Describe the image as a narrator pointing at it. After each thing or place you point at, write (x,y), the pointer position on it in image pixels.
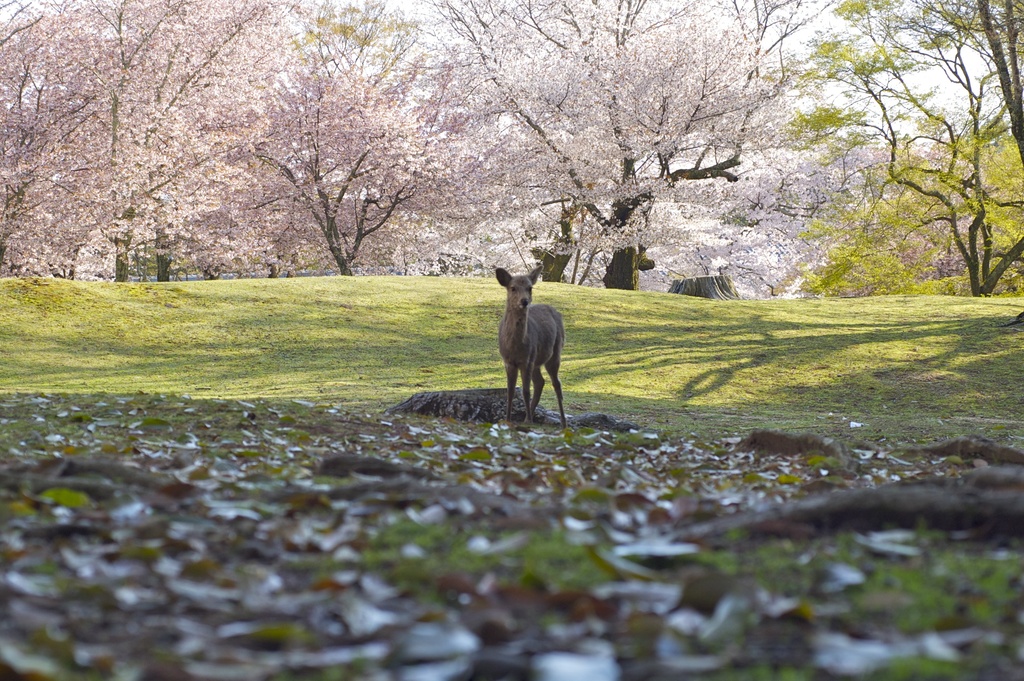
This image consists of a deer (524,309). At the bottom (379,526), there are dried leaves (535,484) on the ground (201,406). In the middle (378,319), there is green grass (326,312). In the background (497,199), there are trees (567,206) with pink color leaves (225,132).
